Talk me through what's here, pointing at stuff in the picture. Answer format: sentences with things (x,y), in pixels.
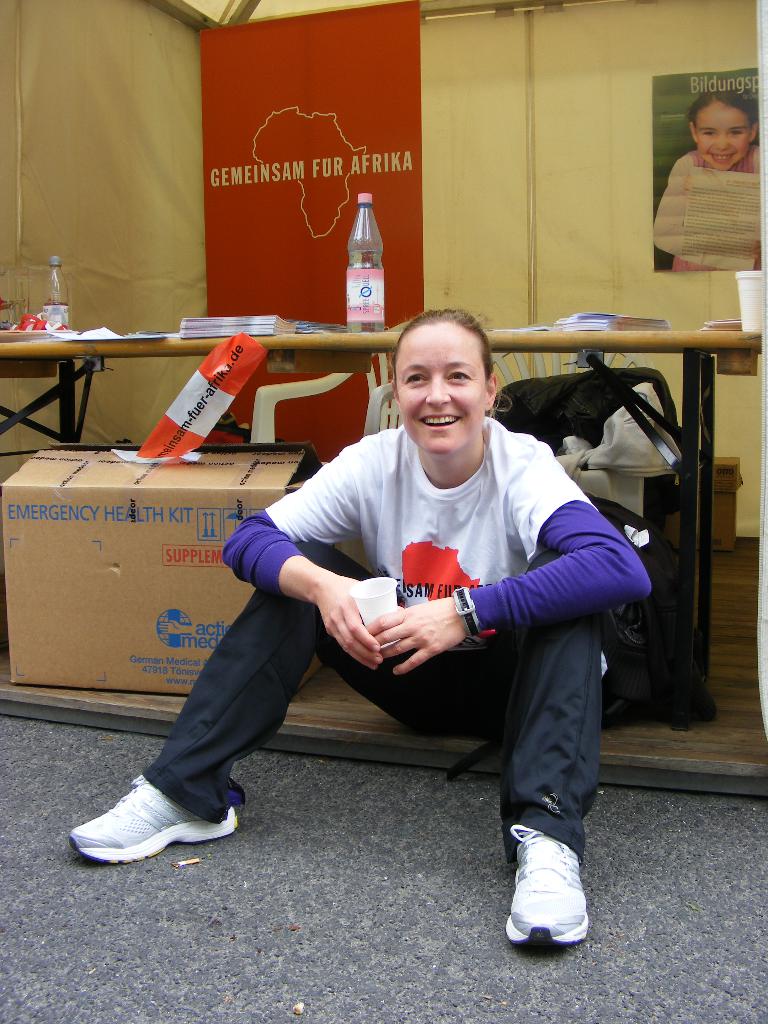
Here we can see a lady (117,848) sitting on ground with a cup (387,597) in her hand (401,619) laughing and behind her we can see table (371,339) with bottles (367,330) on it and beside her we can see a box (41,455) and on the wall (558,105) behind her we can see a photo (714,201) of a girl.
